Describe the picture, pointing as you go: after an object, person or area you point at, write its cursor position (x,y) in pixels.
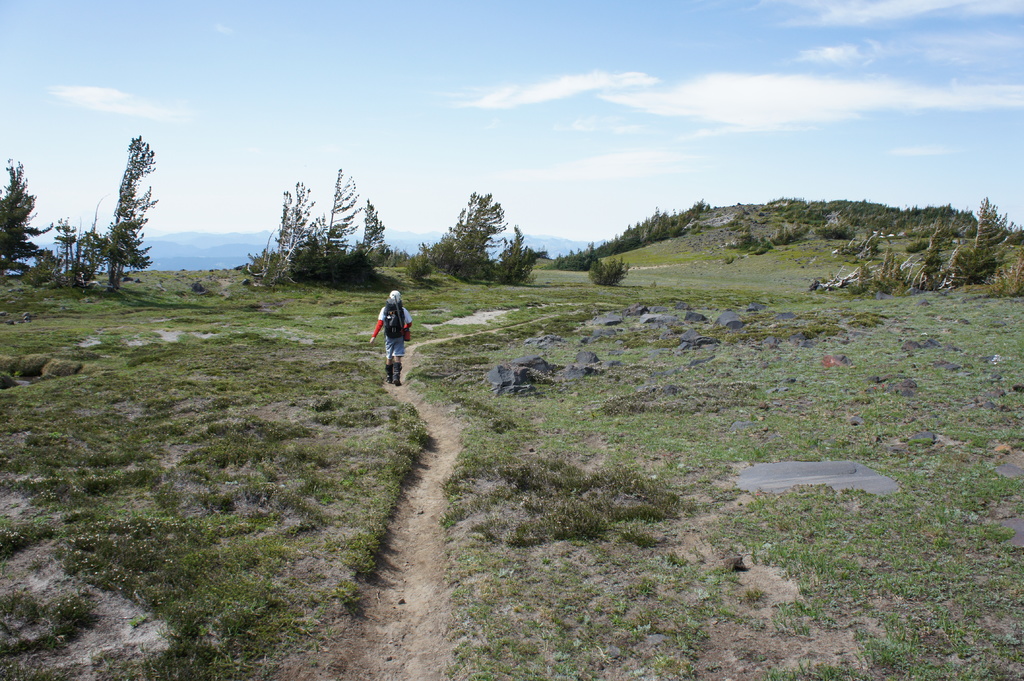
In this image we can see a person (396,353) wearing a bag (401,318). There is a small walkway (429,443). On the ground (294,446) there is grass (573,432) and rocks (579,361). In the back (80,248) there are plants (88,250) and trees (478,277). In the background (464,123) there is sky (599,86) with clouds (724,98).
